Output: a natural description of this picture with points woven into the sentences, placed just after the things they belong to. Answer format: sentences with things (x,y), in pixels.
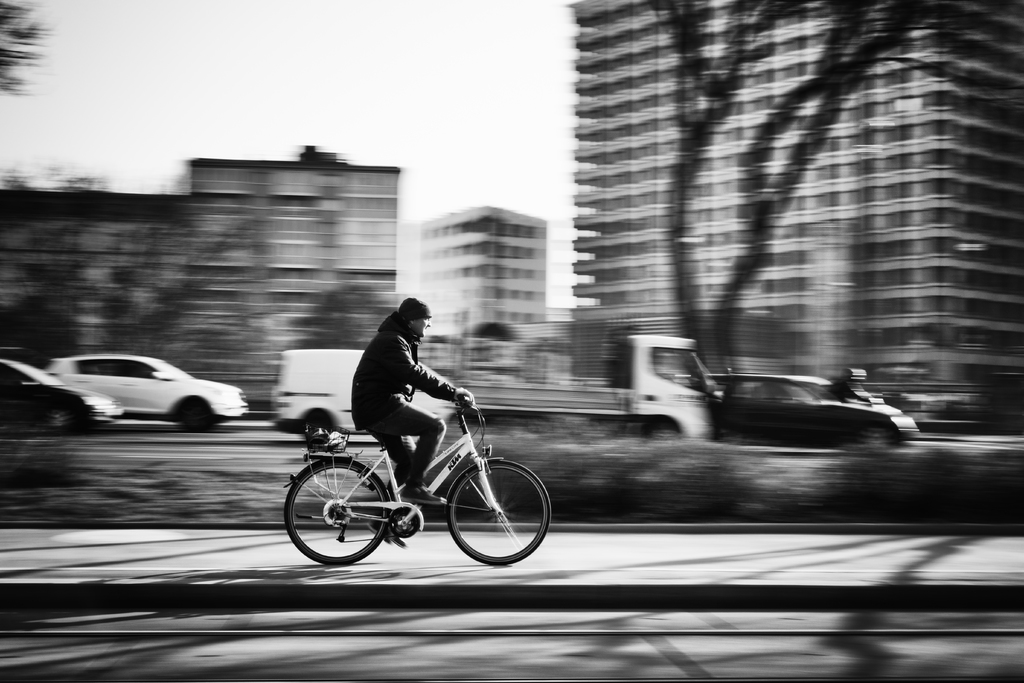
Here we can see a man (358,415) riding the bicycle (443,475) on the road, and here are the vehicles (722,387) travelling on the road (353,445), and here are the buildings (510,247).
